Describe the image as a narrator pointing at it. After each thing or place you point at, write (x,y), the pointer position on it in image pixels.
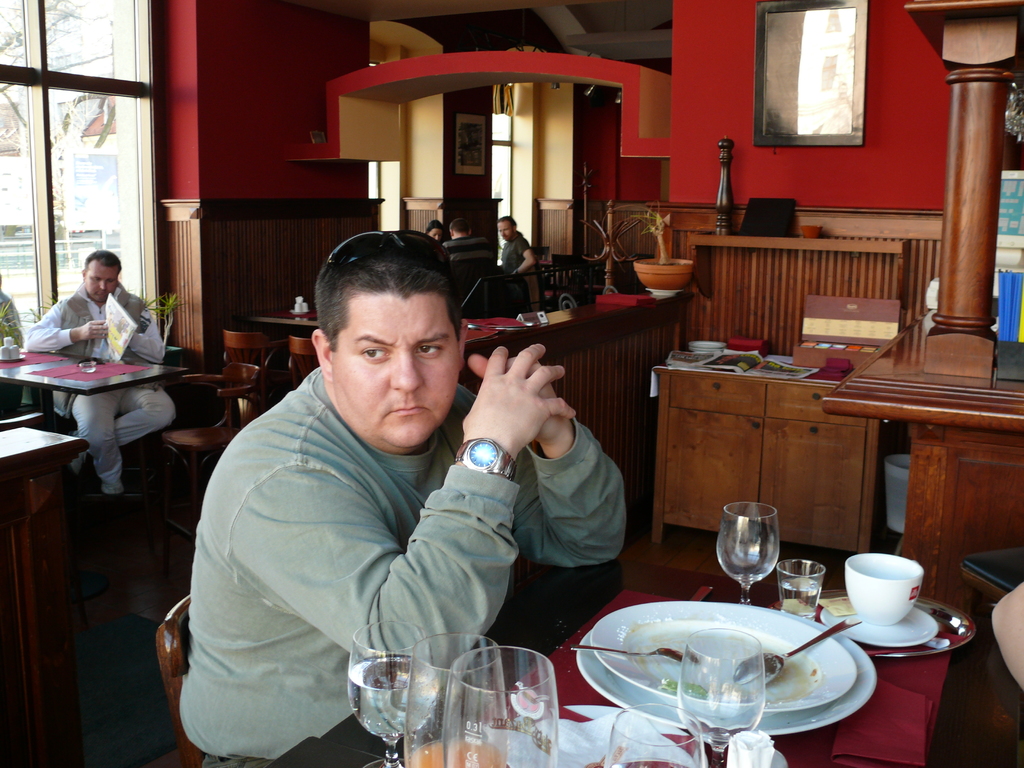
It is a restaurant (526,193), in front of the dining table (733,672) a person (373,541) sitting he is wearing a watch (485,465) and looking towards his right side on the table (775,577) there are empty plates (616,667) and empty glasses (670,714) behind this person (494,433) there are some other tables (117,380) and few people (508,233) sitting on that tables (106,387) also, to his left side there is a cupboard (784,391) and some papers (754,368) on that cup board (722,380) to the wall (681,180) it is a red color wall (821,189) and there is a photo frame (784,88) to the wall (767,184), in the background (55,112) there is a window (51,98).
